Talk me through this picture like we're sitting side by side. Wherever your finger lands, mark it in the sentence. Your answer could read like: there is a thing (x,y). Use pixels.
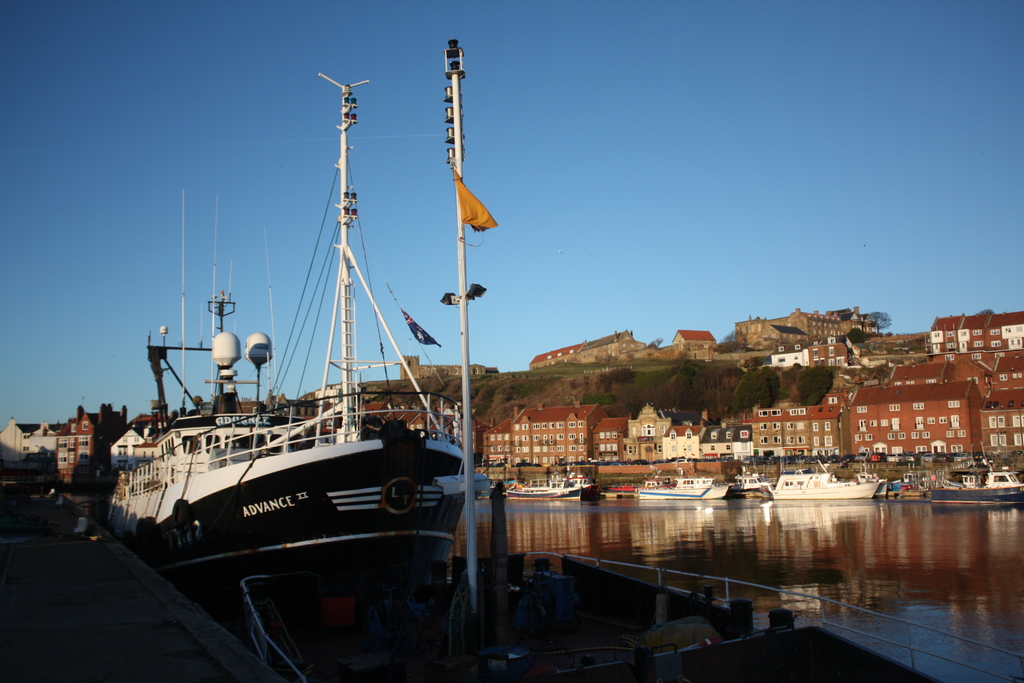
In this image there are ships (722,488) in the water (807,571). At the right side of the image (915,415) there are buildings (958,378), trees (660,401). At the background (710,238) there is sky (736,174).
